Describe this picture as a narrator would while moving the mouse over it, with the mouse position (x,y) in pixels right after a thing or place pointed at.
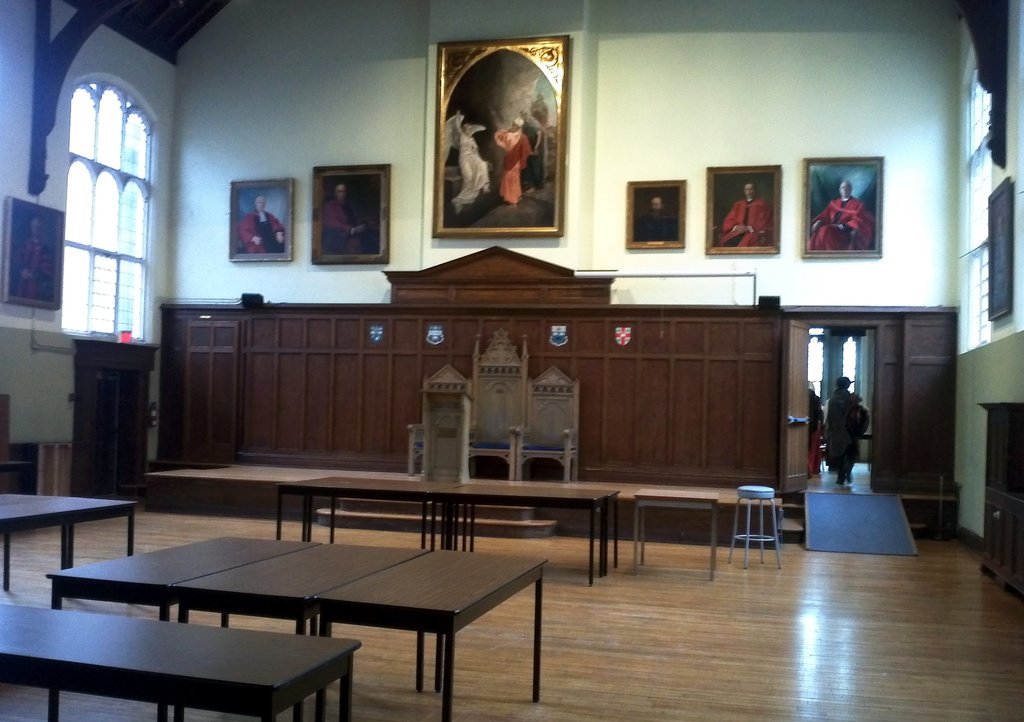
In this picture we can see some persons (809,430) walking from door (796,478) and inside we can see tables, stool (738,536), windows (124,147), frames (328,200) to wall (420,150), podium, chairs (559,424).
